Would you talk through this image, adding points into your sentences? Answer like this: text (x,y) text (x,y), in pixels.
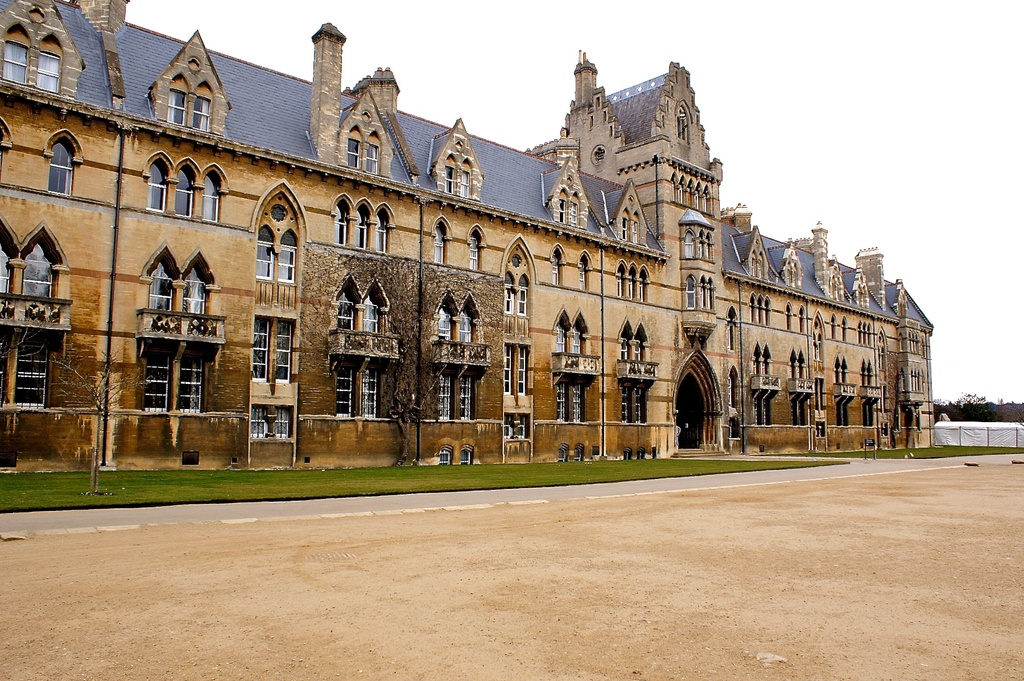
In the center of the image (348,246) we can see the sky (663,66), one building (929,366), windows (150,365), fences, grass (532,470), one white color structure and a few other objects (403,370).
